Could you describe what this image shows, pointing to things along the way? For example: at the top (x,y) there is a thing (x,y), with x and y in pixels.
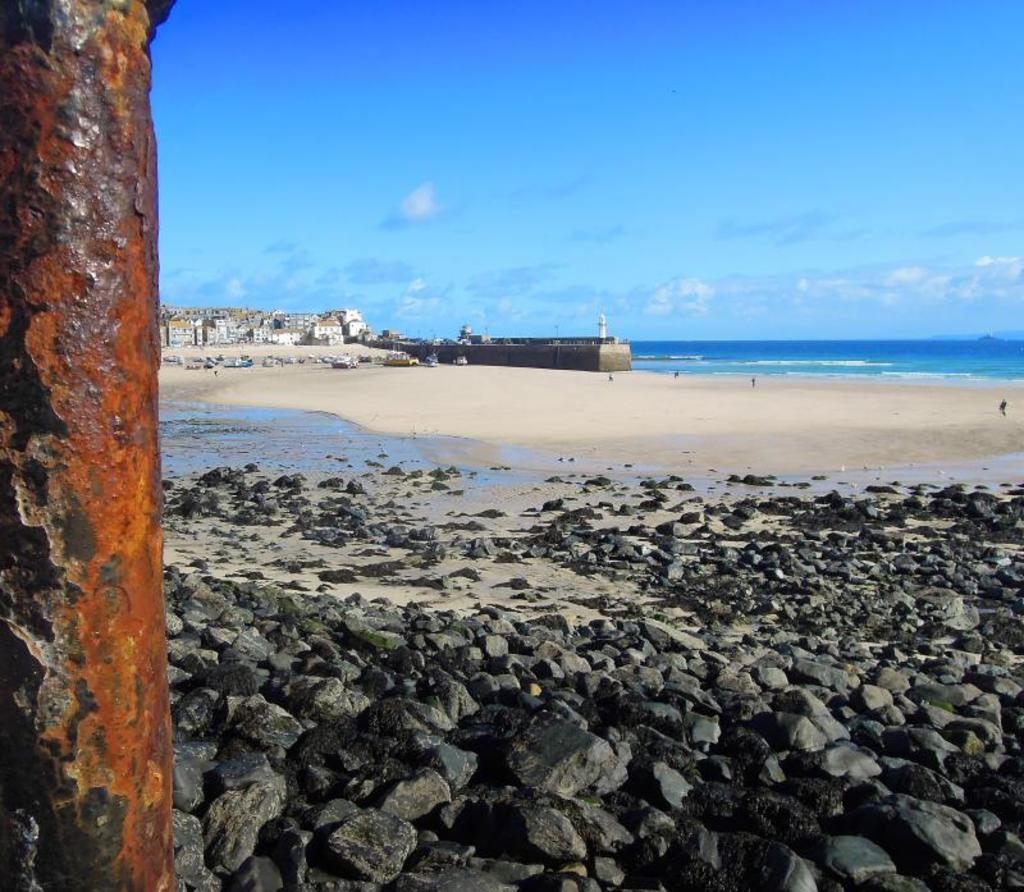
In this image we can see some people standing near a sea shore (716,405). On the bottom of the image (521,716) we can see some stones (419,699) and an iron pole (85,658). On the backside (232,308) we can see some buildings (307,329), a tower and the sky (511,160) which looks cloudy.
